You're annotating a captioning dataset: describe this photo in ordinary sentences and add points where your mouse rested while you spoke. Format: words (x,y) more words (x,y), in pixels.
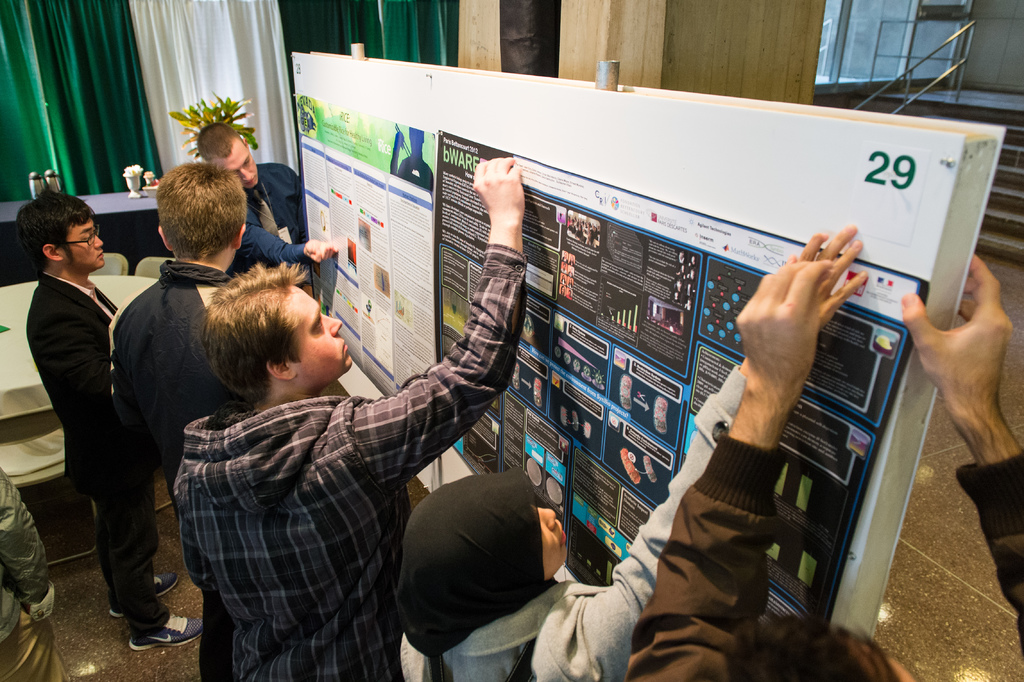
In this image, there are a few people (299,501). We can see a board (856,178). We can see some posters (572,256) with text (459,181) and images (582,411). We can see the ground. We can also see some chairs (120,257). We can see the wall (651,42) and some curtains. We can see some tables (2,235) covered with a cloth (136,208). Among them, we can see a table (86,203) with some objects (137,178) on it. We can also see some glass (896,57).
